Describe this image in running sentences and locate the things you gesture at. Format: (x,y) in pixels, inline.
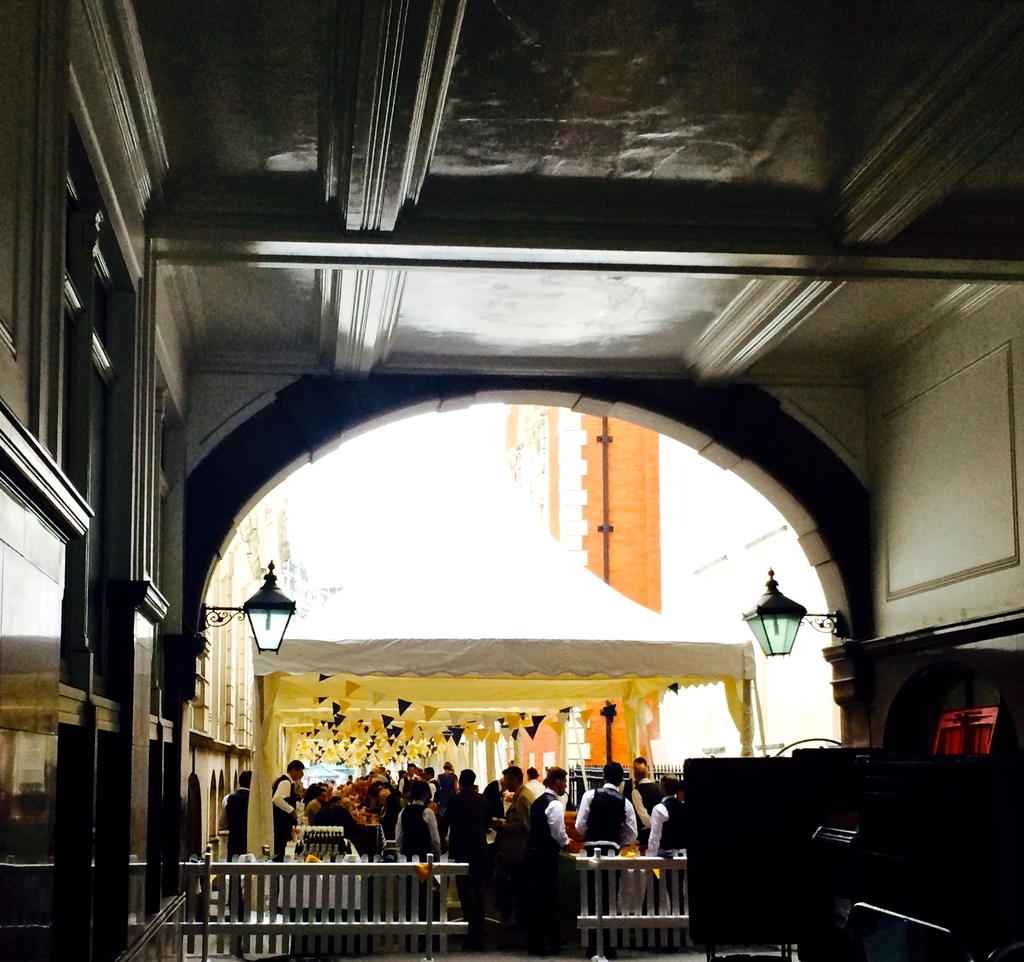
In this image, we can see some people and the wall (857,560) with some objects (201,615). We can see the fence (199,862) and the tent (598,665). We can see some flags (425,716), a pole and some lights (265,577) attached to the wall (905,553). We can see some objects (705,763) on the right (892,782).
